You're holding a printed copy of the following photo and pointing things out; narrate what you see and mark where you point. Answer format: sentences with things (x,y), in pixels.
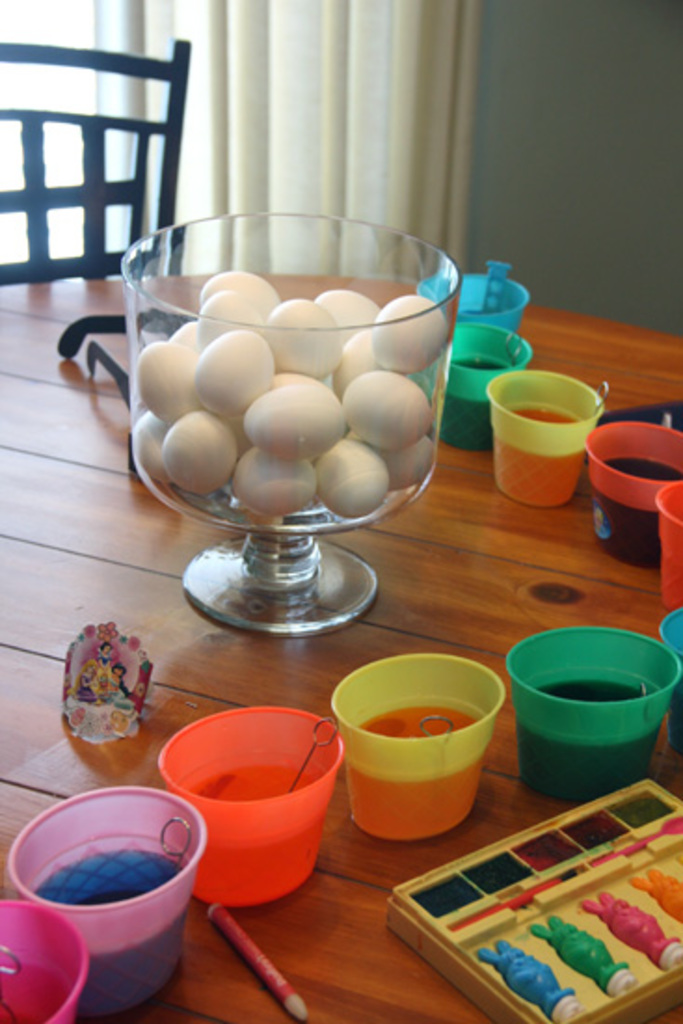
On this table (424,847) there are containers (546,471), eggs (347,438) and things (502,868). We can able to see chair (38,161) and curtain (299,142).
